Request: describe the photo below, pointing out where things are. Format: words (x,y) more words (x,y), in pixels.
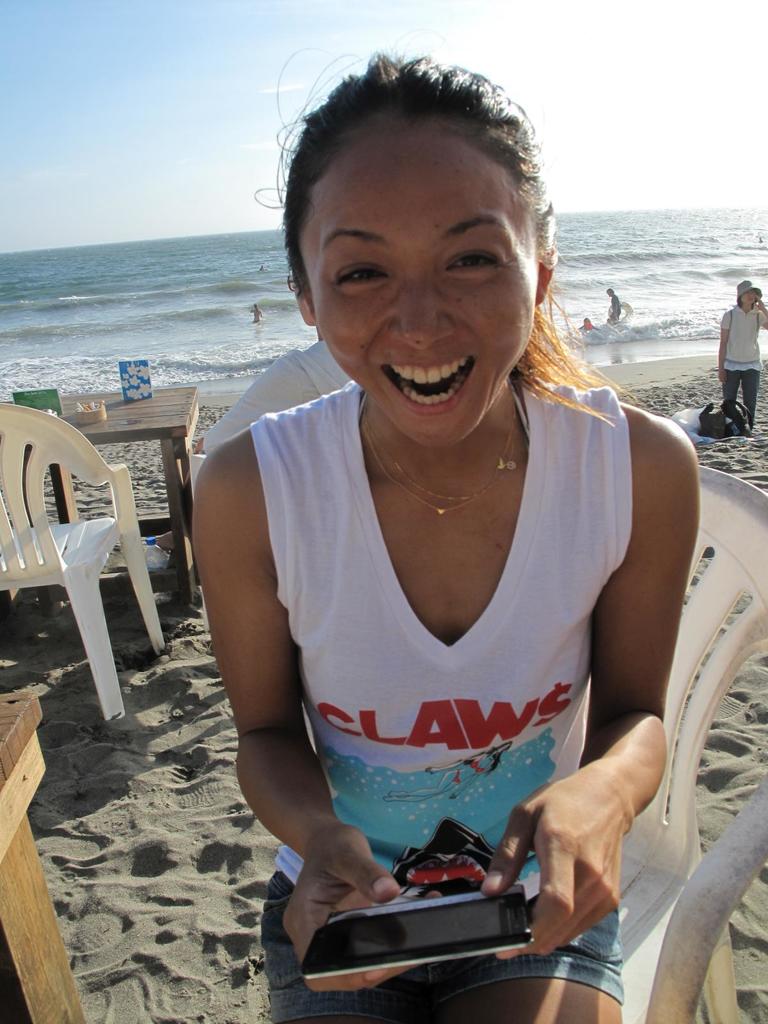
In the image we can see there is a woman (427,730) who is sitting on chair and she is holding a mobile phone (419,933) and at the back (203,263) there is an ocean (148,301) and table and chair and on the ground (193,912) there is a sand (214,924).
